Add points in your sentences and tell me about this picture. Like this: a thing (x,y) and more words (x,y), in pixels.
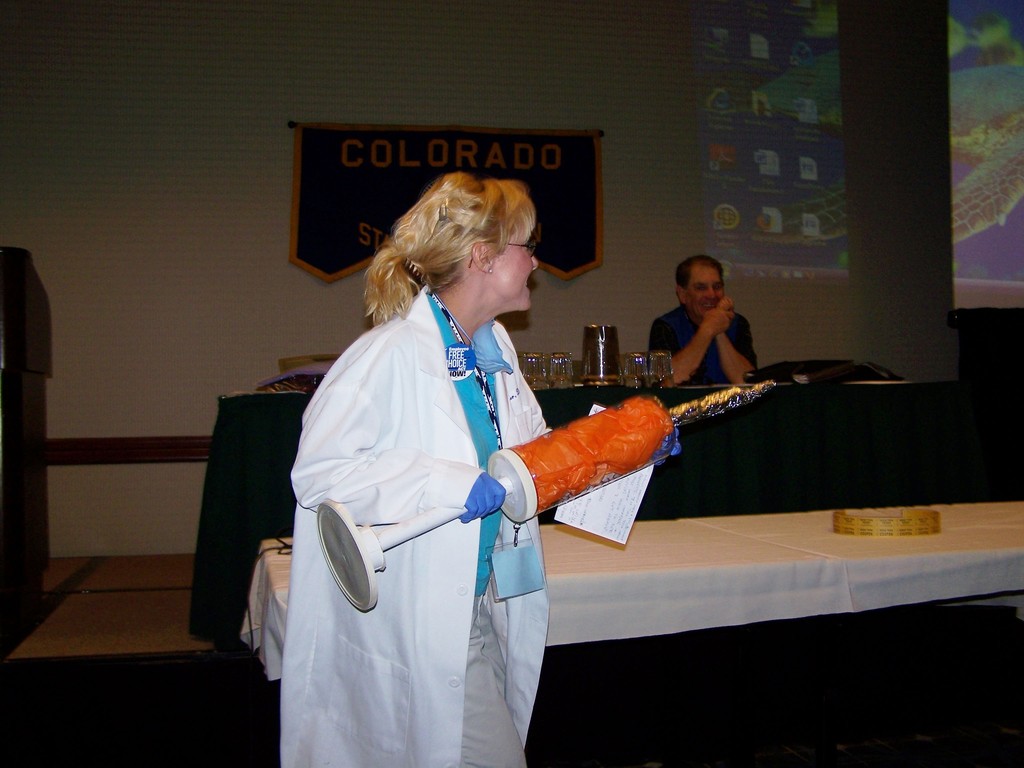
In the center of the image (369,451) we can see a lady (517,605) holding an object (545,495). She is wearing a lab coat (392,574). There are tables (694,505) and we can see things (634,376) placed on the tables (767,442). There is a man (732,378) sitting. In the background (785,240) there is a screen (720,244) and we can see a board (379,236).
